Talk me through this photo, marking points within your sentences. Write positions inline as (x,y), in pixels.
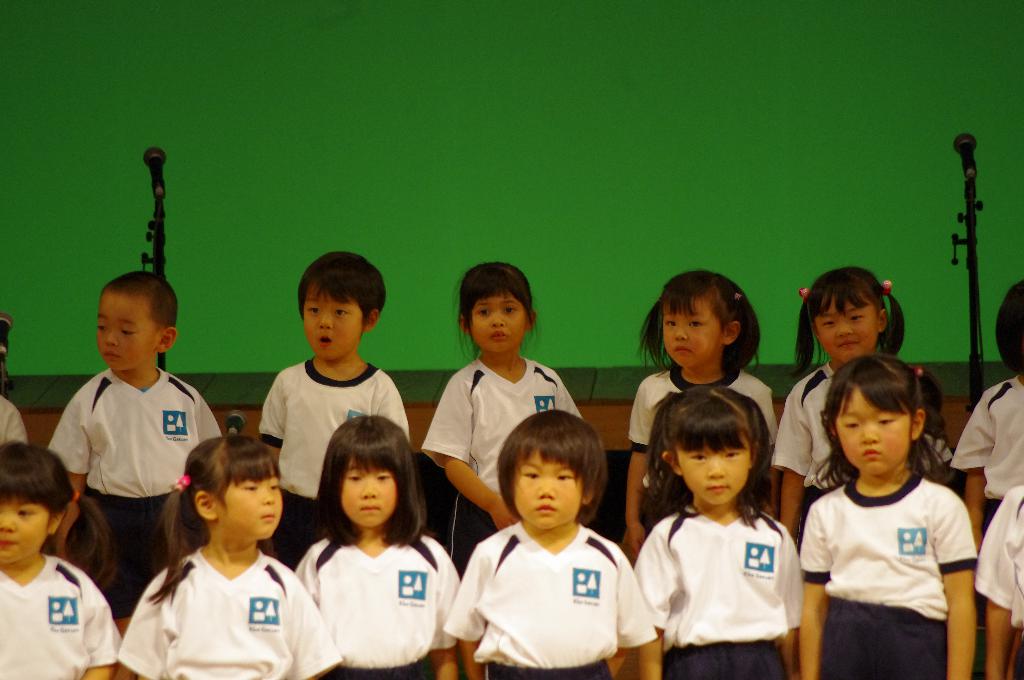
In this image I can see number of children (230,447) in the front (500,472) and I can see all of them are wearing white colour dress (19,614). In the background (140,268) I can see few mics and green colour wall (269,154).
